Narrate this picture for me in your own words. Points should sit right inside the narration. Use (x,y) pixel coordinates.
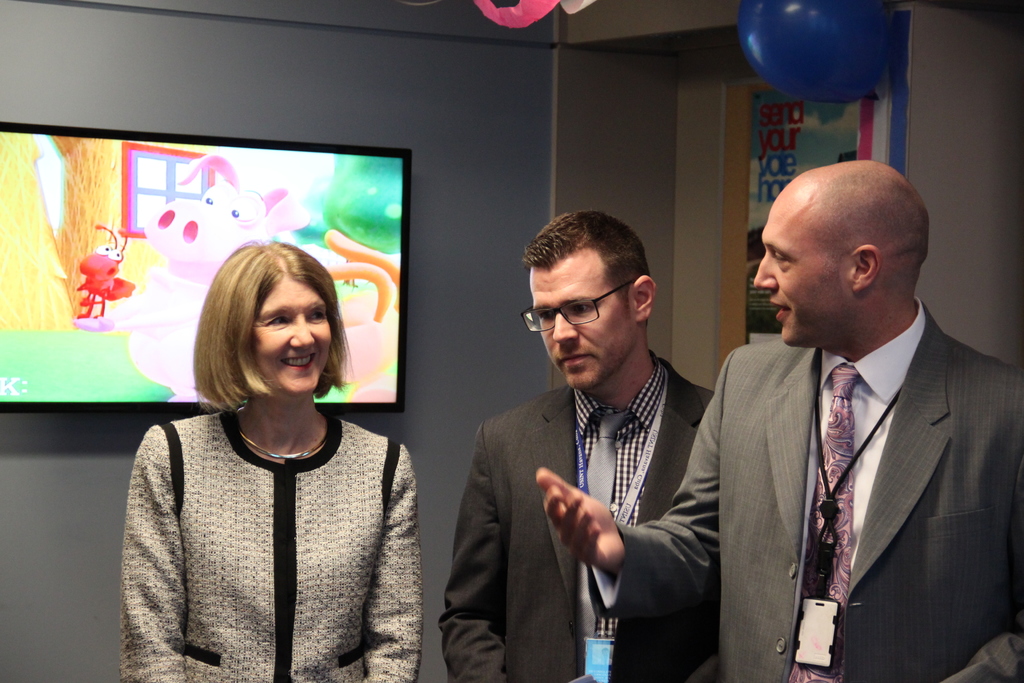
In the foreground of the picture (483,623) there are two men (534,653) and woman (310,464). On the left (116,229) there is a television (76,263). On the right (808,107) there is a poster (796,135). At the top (771,21) there are ribbons (527,14) and balloon (771,60). In the background (599,69) it is wall (584,82).
